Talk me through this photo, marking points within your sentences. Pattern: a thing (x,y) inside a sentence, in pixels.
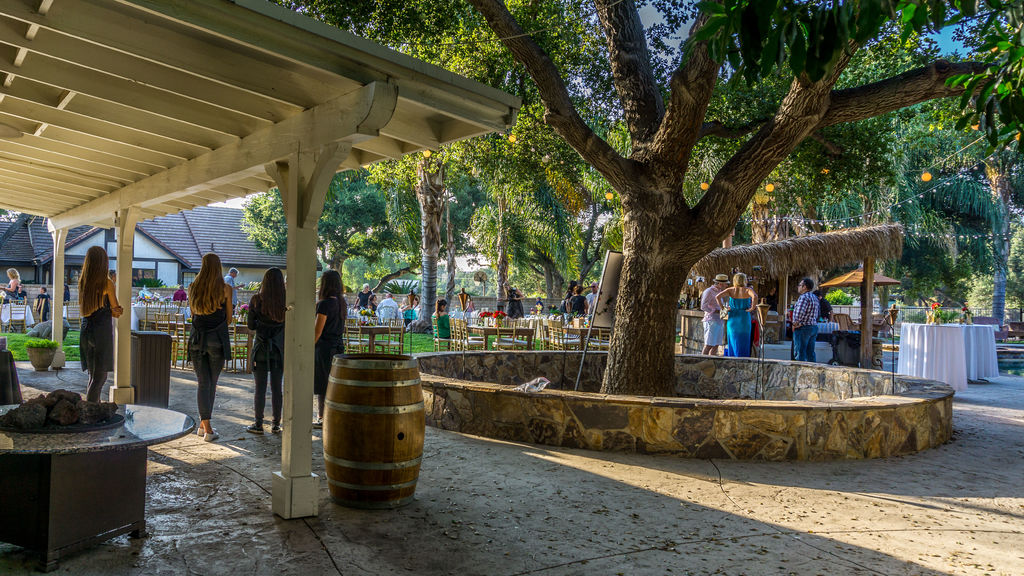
In this image I can see four women (277,295) are standing. I can also see a table (145,424) and a container (389,407). In the background (11,318) I can see number of chairs (11,304), tables (22,312), trees (548,276) and people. I can also see few building (206,221).
